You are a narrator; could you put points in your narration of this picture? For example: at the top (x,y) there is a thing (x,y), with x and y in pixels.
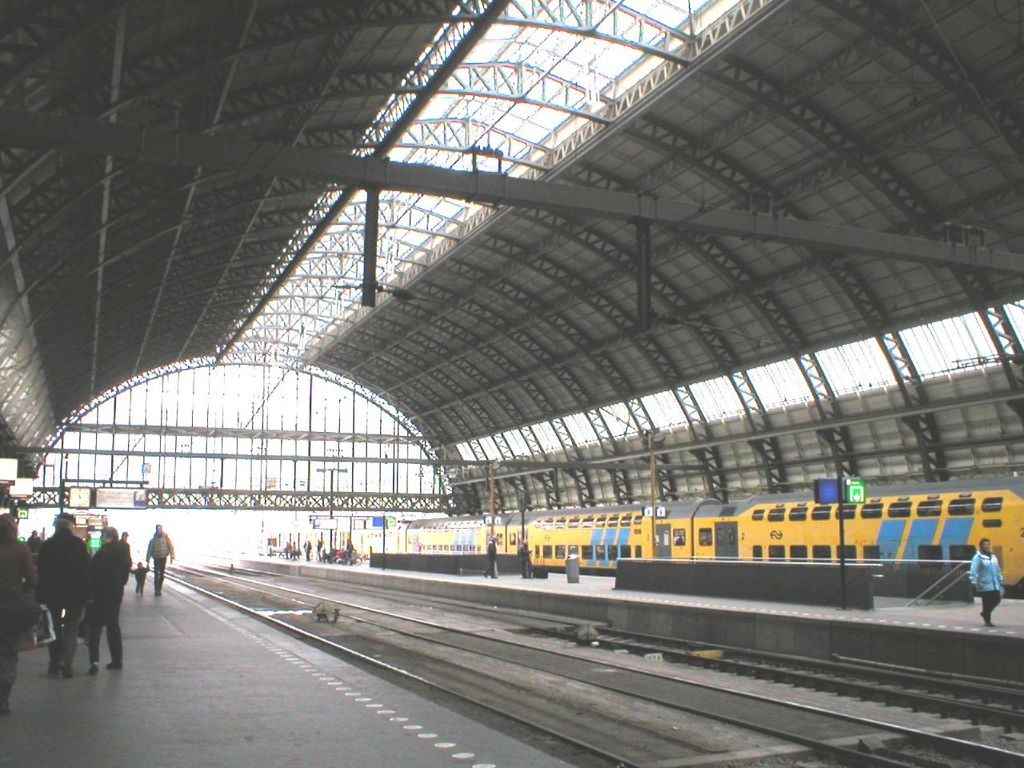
In the image there is a railway station (464,585) and there is a train (668,515) on the track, beside the train (501,550) there are platforms (235,733) and on the platforms (263,558) there are passengers (351,557) and there is a big roof (329,63) above the railway tracks (630,668).
